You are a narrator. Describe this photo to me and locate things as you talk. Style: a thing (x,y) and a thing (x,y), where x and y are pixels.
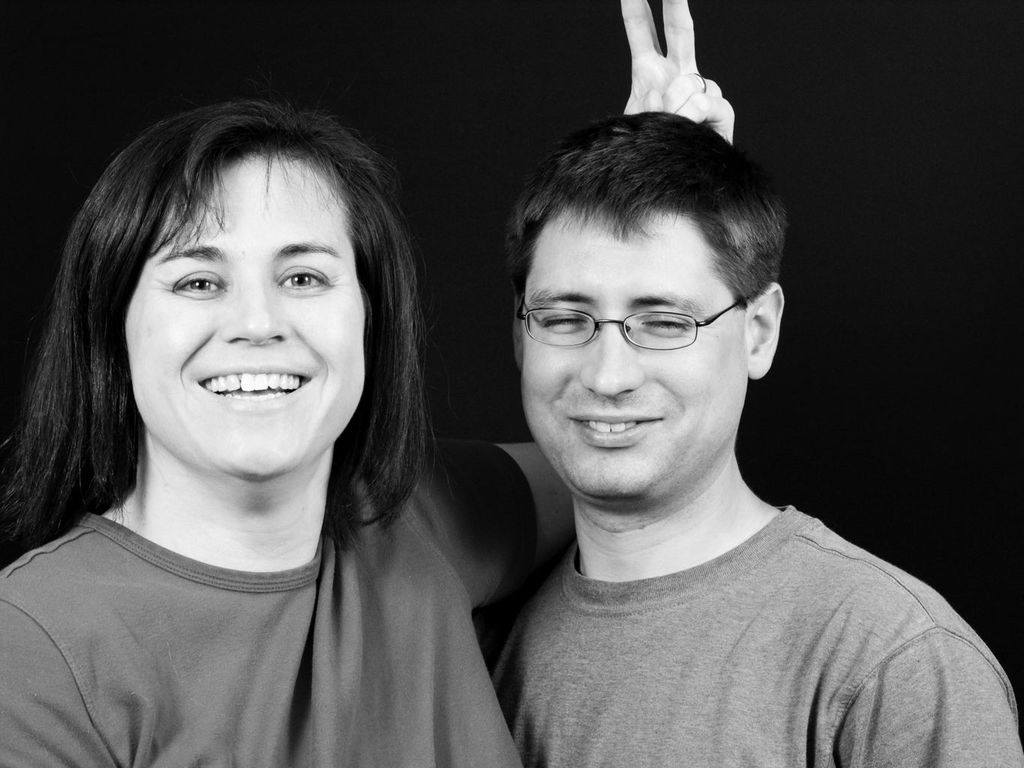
It is a black and white picture. In the center of the image (480,512) we can see two persons (536,567) are smiling. Among them, we can see a person (622,482) is wearing glasses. And we can see the dark background (743,142).
